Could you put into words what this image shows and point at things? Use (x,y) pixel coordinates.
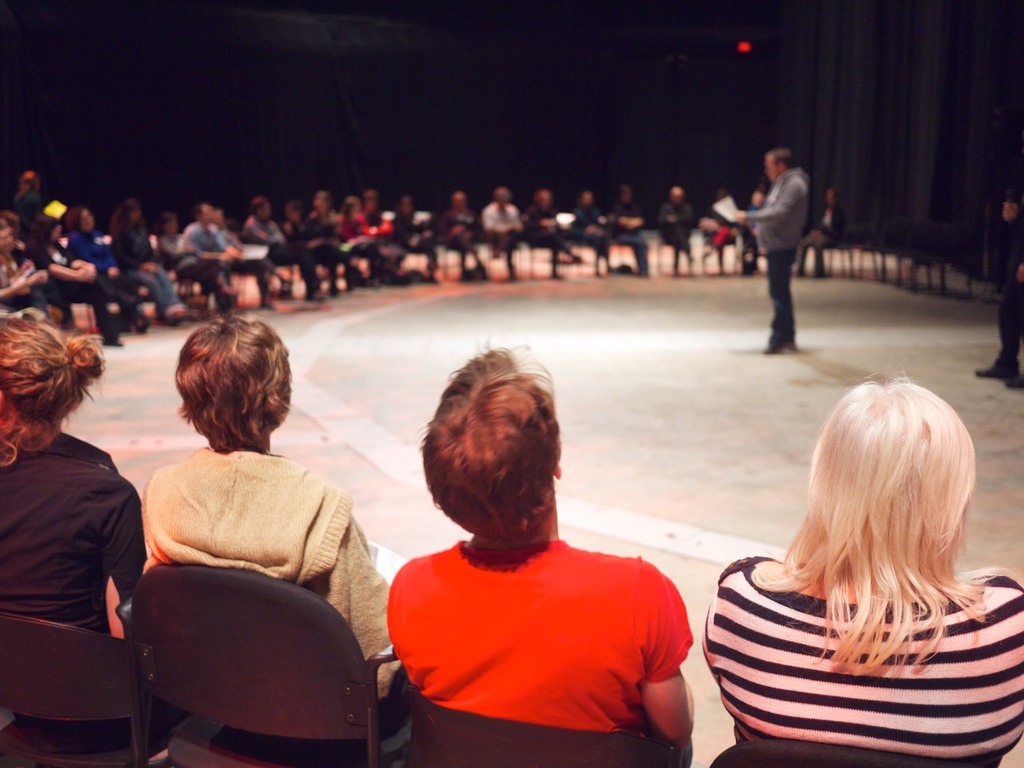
In this image we can see this people (361,250) are sitting on the chairs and this person (781,194) is holding a mic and a paper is standing here. the background of the image (179,194) is dark and slightly blurred.
